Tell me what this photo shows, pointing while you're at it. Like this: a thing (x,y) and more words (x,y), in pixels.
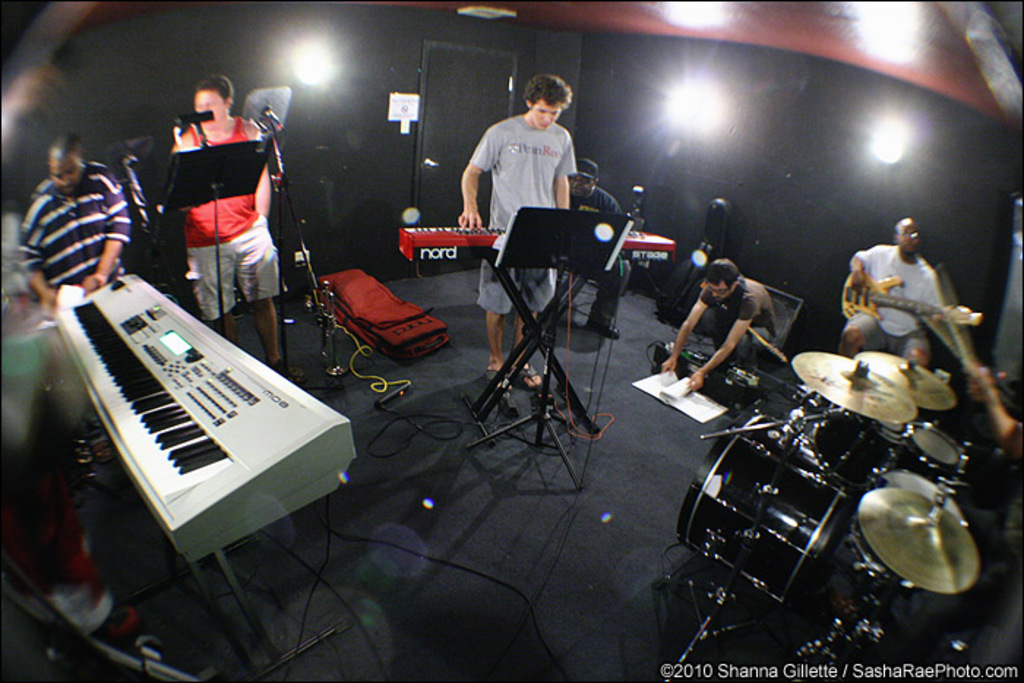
It is taken in a closed room (590,346) where number of people (501,364) sitting and standing and coming to the right corner of the picture (867,318) one person (924,285) is sitting and playing a guitar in white shirt (906,327) and in front of him there are drums (736,528) and coming to the left corner of the picture (108,202) one person (87,272) is standing and taking some papers (72,299) and beside him one person (245,204) is wearing a red top (245,204) is standing and there are some wires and bags (425,337) and books (674,391) are on the floor (570,447) and in the middle of the picture (495,282) one person (536,148) is standing in a grey dress (541,190) and playing the keyboard (493,230) and behind him there is a big door (436,135) in black colour and walls (795,105) are in black colour and the roof (860,25) is in red colour and one person (599,203) is sitting wearing a cap (591,169) and black dress (616,206).
